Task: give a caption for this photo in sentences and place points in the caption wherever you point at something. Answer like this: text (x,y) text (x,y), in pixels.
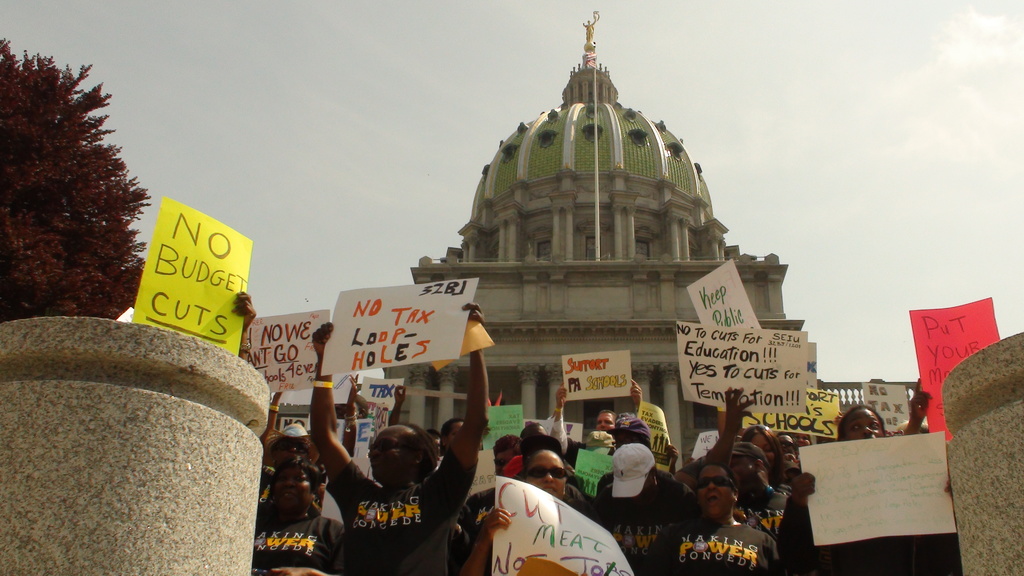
In this picture we can see a group of people (689,572) wore caps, goggles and holding posters (271,327) with their hands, stones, pillars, tree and a statue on a building (536,154) and in the background (568,42) we can see the sky (420,152).
